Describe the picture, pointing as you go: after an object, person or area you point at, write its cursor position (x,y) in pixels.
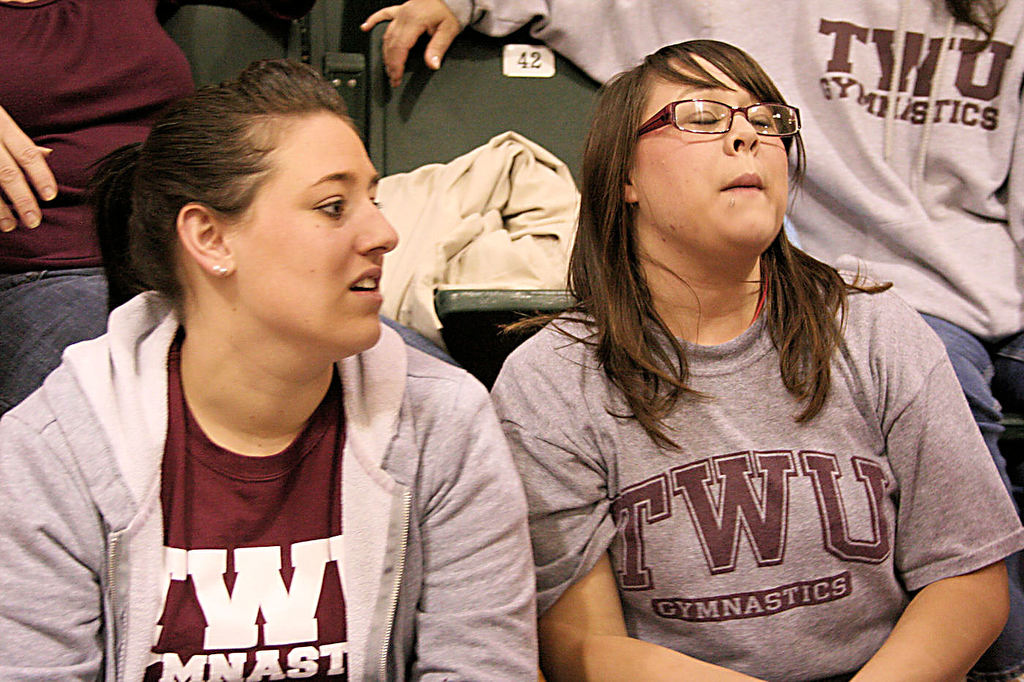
In this picture there are people (557,424) sitting and we can see cloth (474,208) and sticker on a chair (414,140).
